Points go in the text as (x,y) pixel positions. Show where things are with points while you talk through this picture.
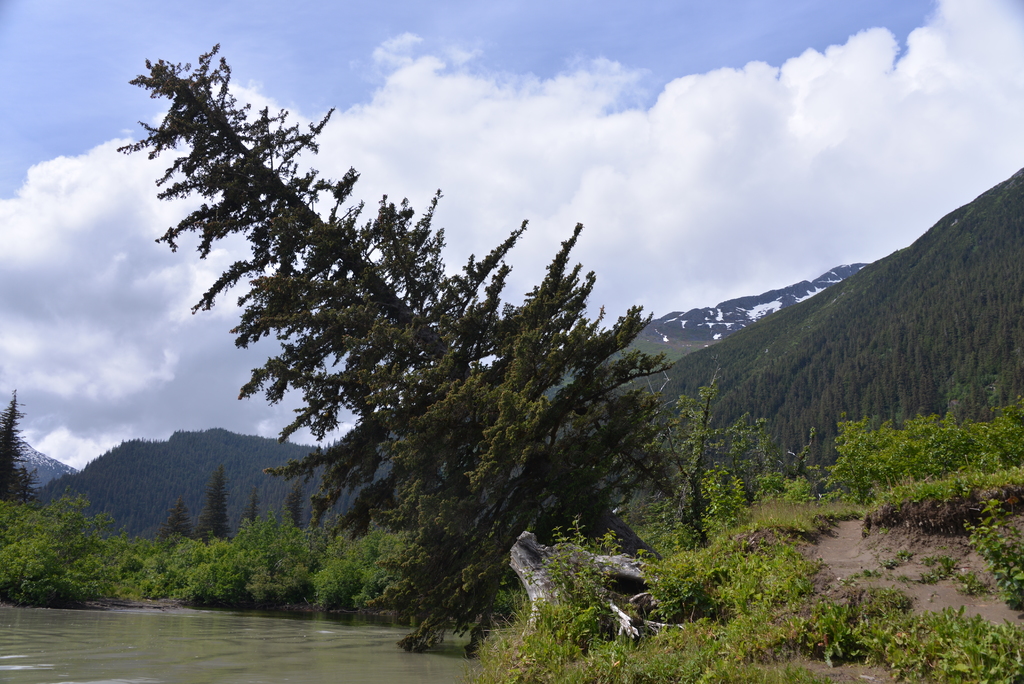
In this image there is a river (227,648) at bottom left corner of this image (175,655) and there are some trees (265,574) in the background (198,560), and there are some mountains (155,490) at left side of this image (176,481) and right side of this image (824,341) as well, and there is a cloudy sky (528,207) at top of this image (559,127).
